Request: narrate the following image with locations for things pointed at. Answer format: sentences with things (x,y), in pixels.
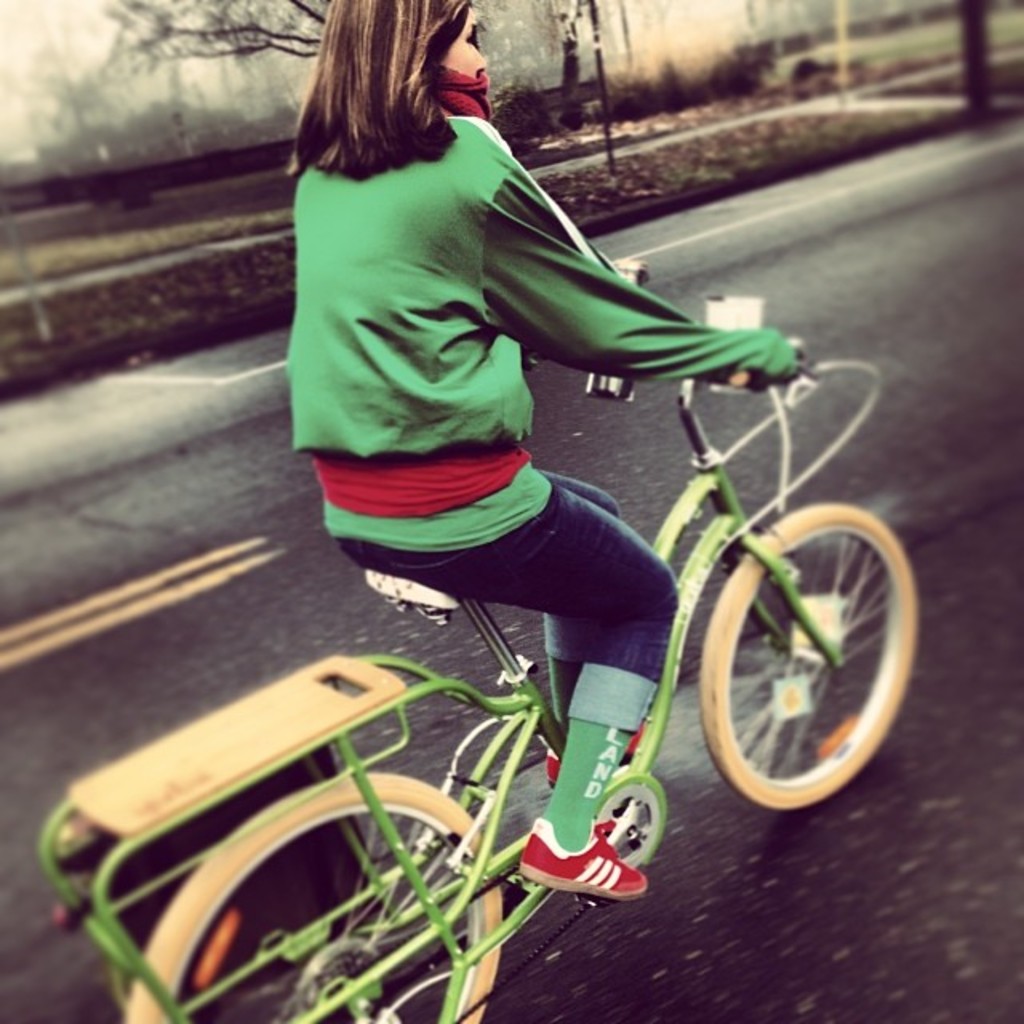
There is a person (418,46) riding a bicycle (644,787). And this is road (880,308). Here we can see some trees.
